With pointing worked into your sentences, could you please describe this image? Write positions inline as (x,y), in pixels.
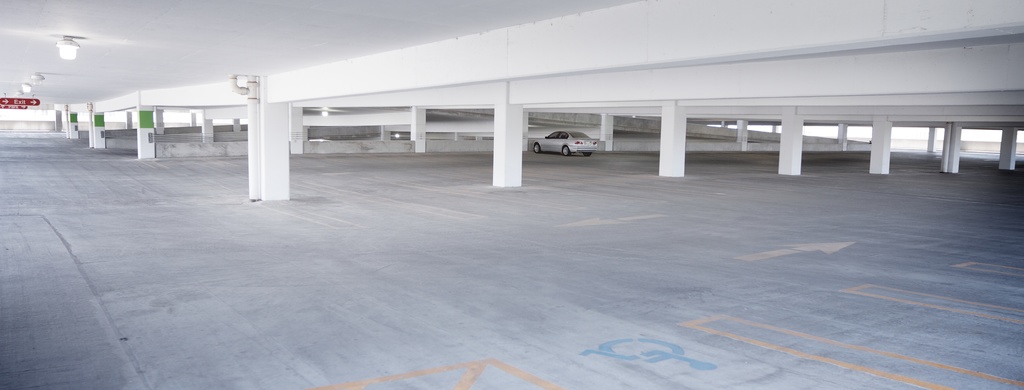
In this image we can see a car (567,141) parked on the floor (423,224), there are few pillars (510,114), lights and sign boards (26,99) attached to the ceiling (110,83).
